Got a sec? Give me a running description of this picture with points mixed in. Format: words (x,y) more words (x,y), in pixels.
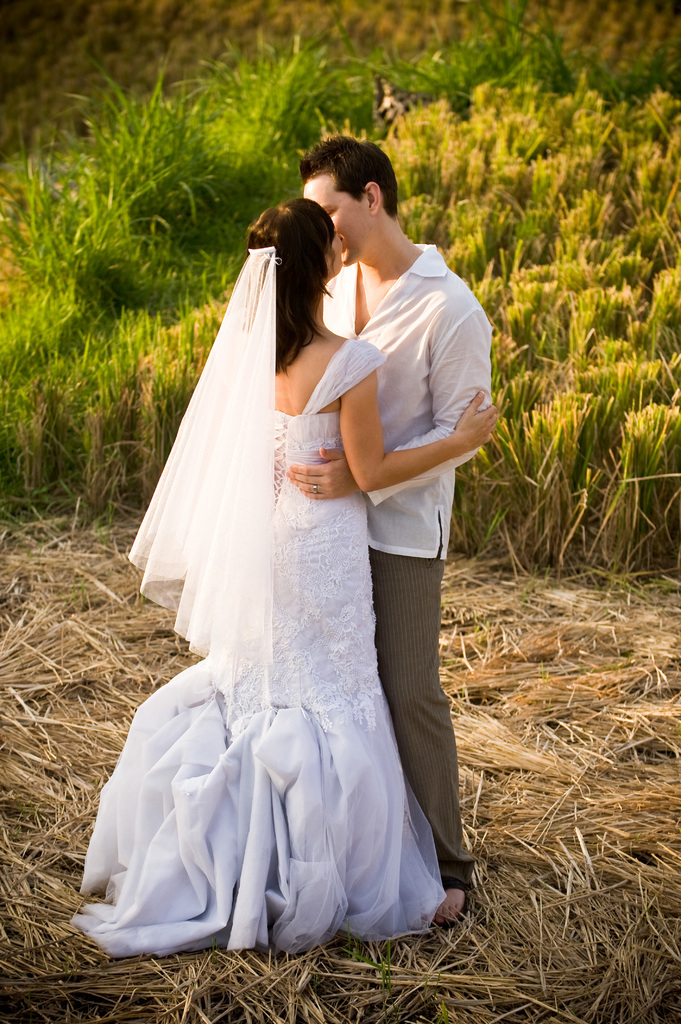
In the middle of the image (429,488) we can see a man (399,347) and woman (310,520), they both are standing, behind to them we can see few plants (609,229).
